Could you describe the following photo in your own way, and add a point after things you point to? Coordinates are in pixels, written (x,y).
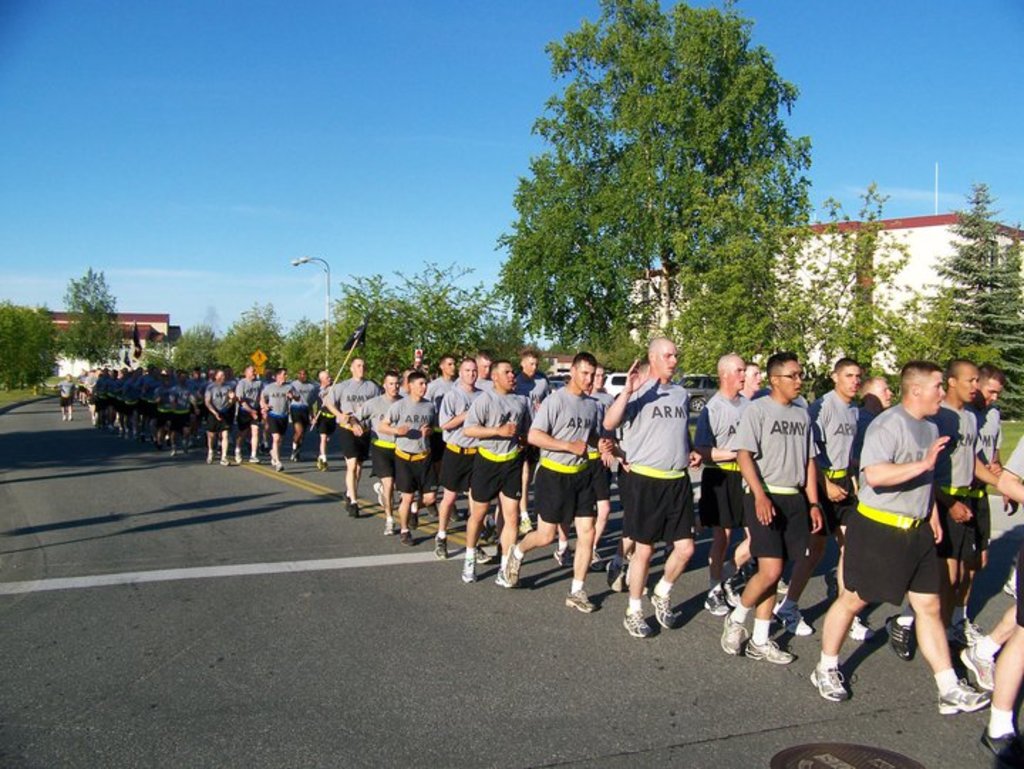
In this image, on the right side (843,561), we can see a group of people (761,499) walking on the road (1001,564). On the right side (904,359), we can see some trees (582,325), plants (403,302), street light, building (919,252). In the background (73,335), we can see some trees (200,357), plants (183,353), building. At the top (297,158), we can see a sky (369,100) which is in blue color, at the bottom (425,610), we can see a road (95,655) and a grass (46,388).
